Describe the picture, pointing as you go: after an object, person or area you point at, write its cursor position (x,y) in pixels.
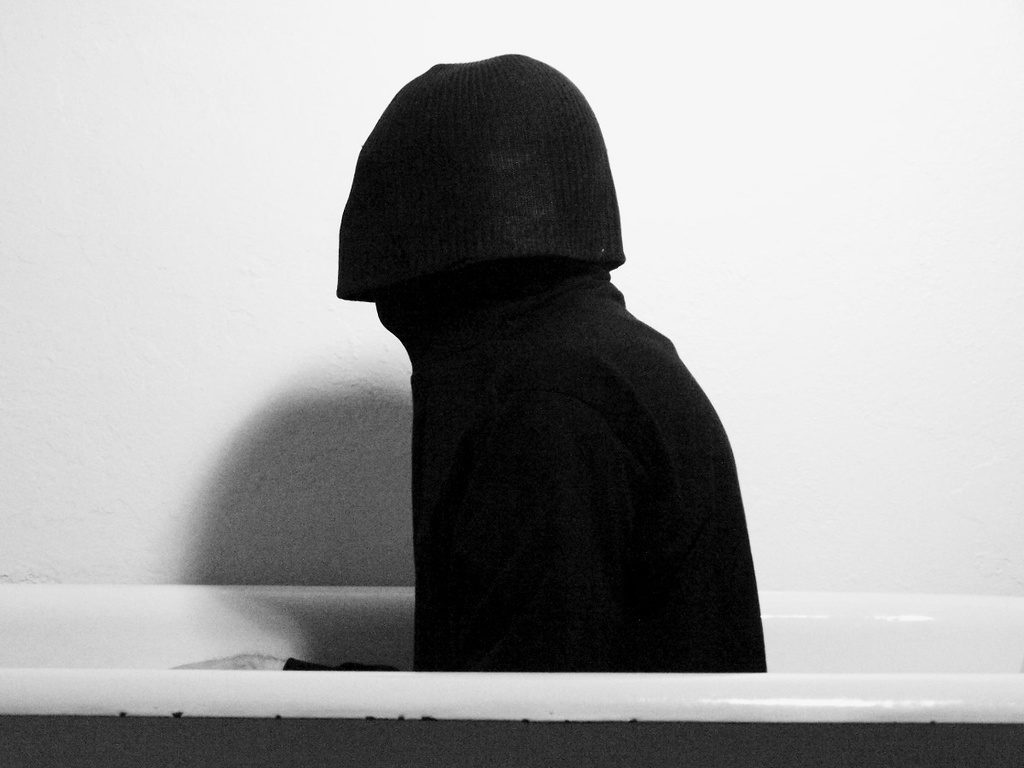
In this image there is one bathtub (170,673) and in the tub (413,650) there's one person (587,351), and in the background (252,452) there is a wall (156,465).
